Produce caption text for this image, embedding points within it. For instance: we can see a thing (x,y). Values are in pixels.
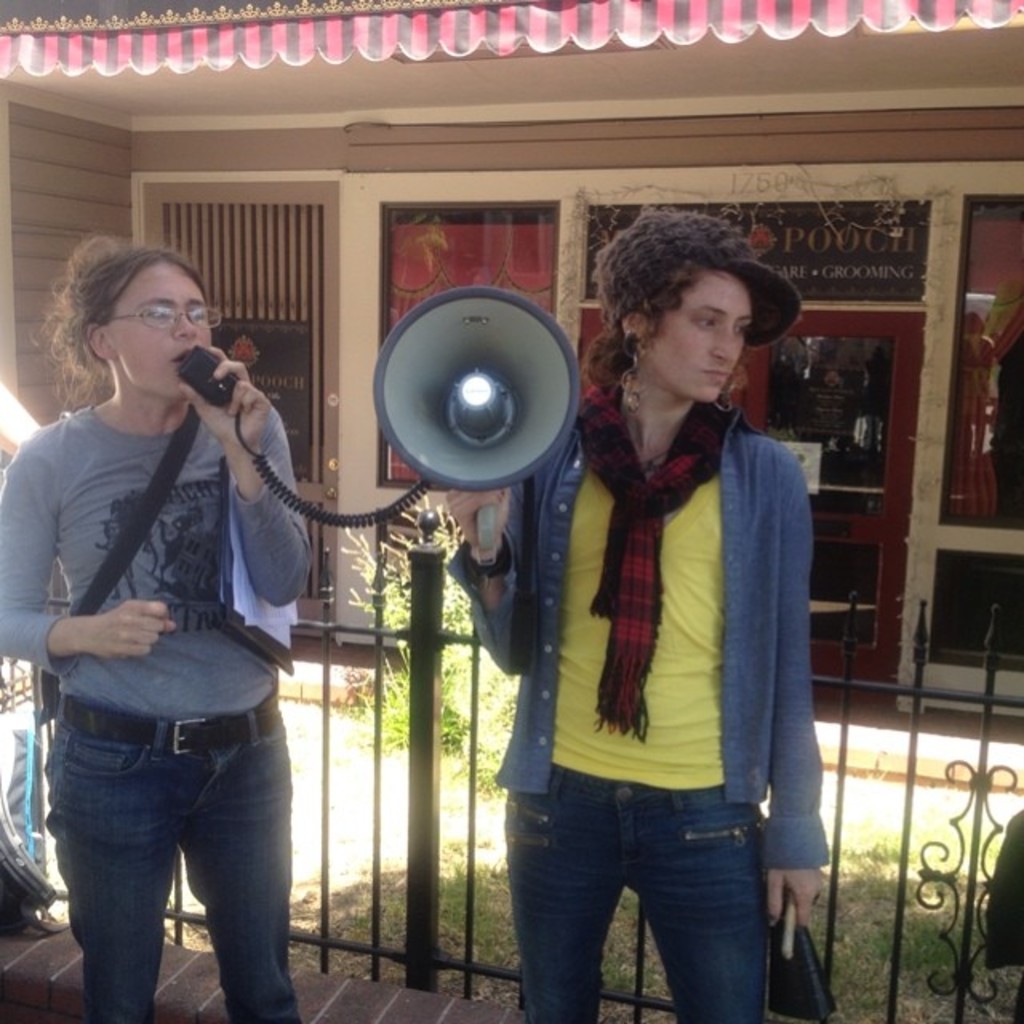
In this image I can see two people (505,649) with different color dresses (505,649). I can see one person (505,534) with the cap (643,282) and also holding the megaphone (456,452). I can see another person (169,392) holding the mic (189,382). In the background (459,742) I can see the railing (435,732), planter (492,732), building (686,204) with many boards (724,215).
